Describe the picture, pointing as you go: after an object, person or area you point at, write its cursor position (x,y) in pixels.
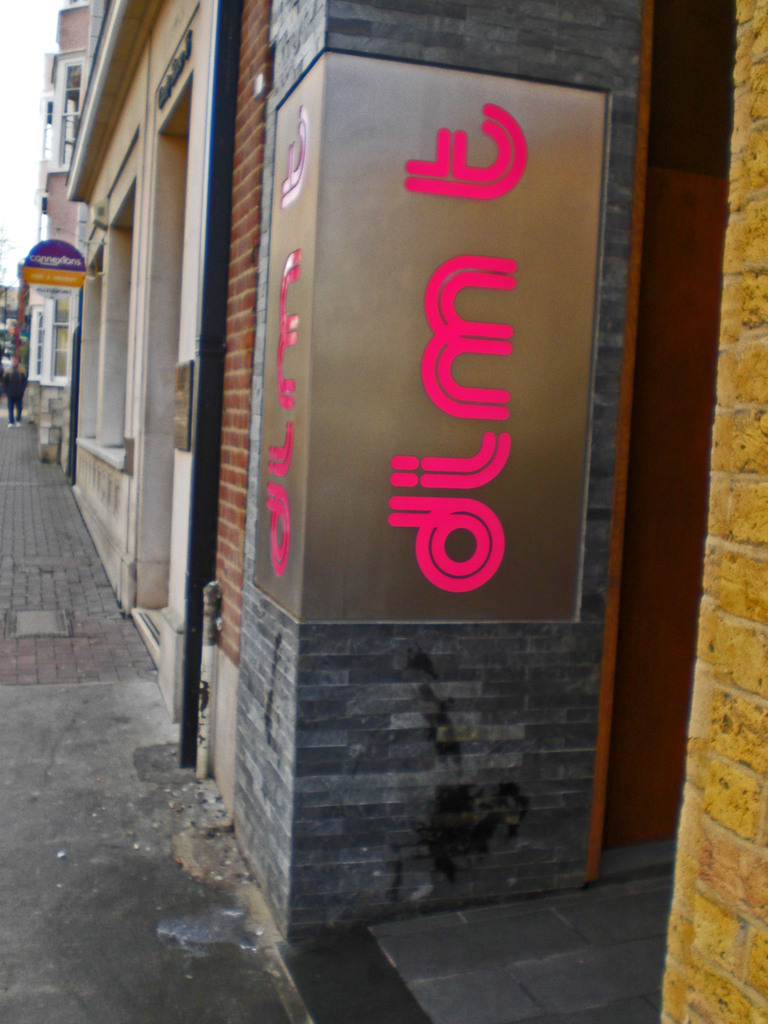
In this picture there are many shops (167,301) and a advertising board (435,566) in the front (437,566). Beside there is a cobble stones (71,538) on the ground (78,558).
